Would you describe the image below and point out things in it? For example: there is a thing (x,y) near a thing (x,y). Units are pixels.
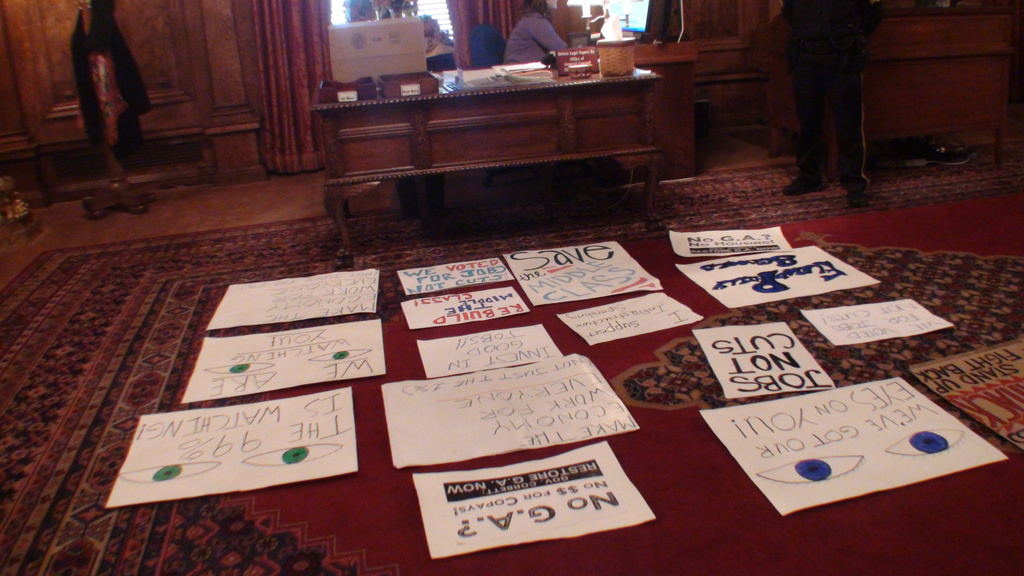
As we can see in the image there is a table (498,125) and few papers (308,342) on floor (57,448) and a mat (72,372).
